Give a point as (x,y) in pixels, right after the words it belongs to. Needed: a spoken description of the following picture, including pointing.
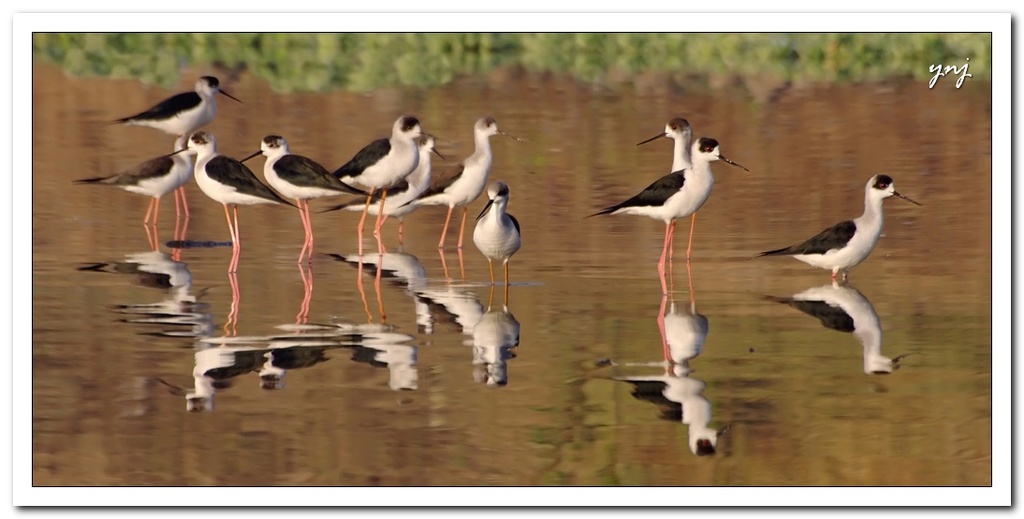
In this image there is a water surface (494,356), in that there are birds (877,208), on the top right (935,75) there is text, in the background (462,79) it is blurred.
